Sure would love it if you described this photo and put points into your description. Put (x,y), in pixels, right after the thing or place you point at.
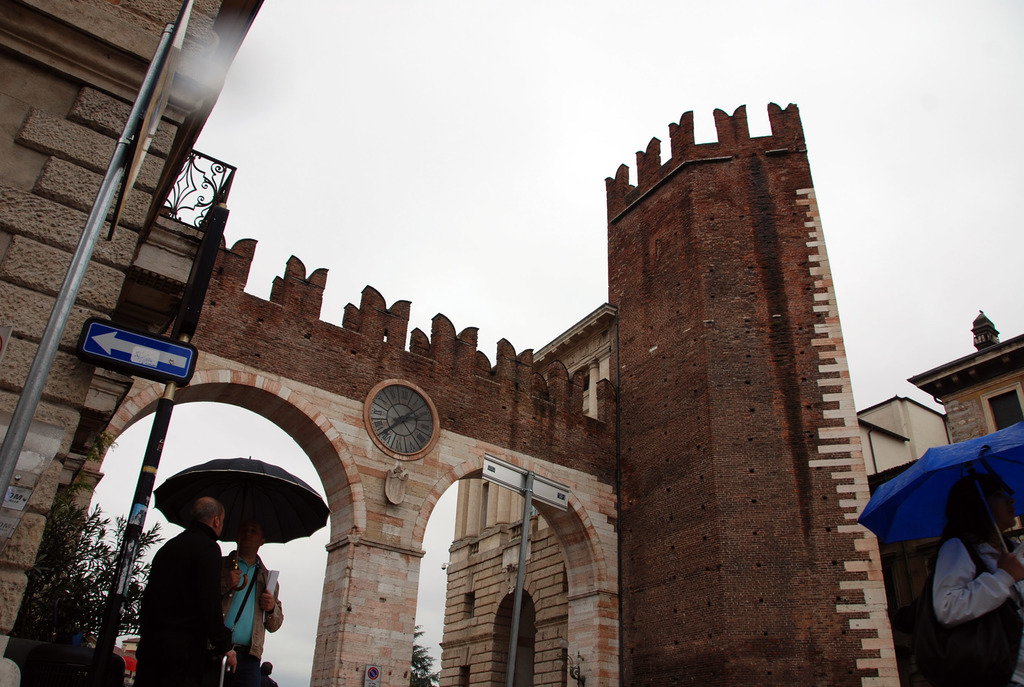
This is an outside view. At the bottom of the image (975,586) I can see few people (201,607). One person (957,566) is holding a blue color umbrella (948,468) and walking. On the left side (197,588) two persons (224,599) are standing and holding an umbrella (259,508) in the hands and looking at each other. In the background (597,400), I can see the buildings (510,416). On the left side (130,130) there is a pole (84,248) to which a board (143,123) is attached. In the background (73,576) there are some trees (63,631). On the top of the image (430,124) I can see the sky (404,131).
